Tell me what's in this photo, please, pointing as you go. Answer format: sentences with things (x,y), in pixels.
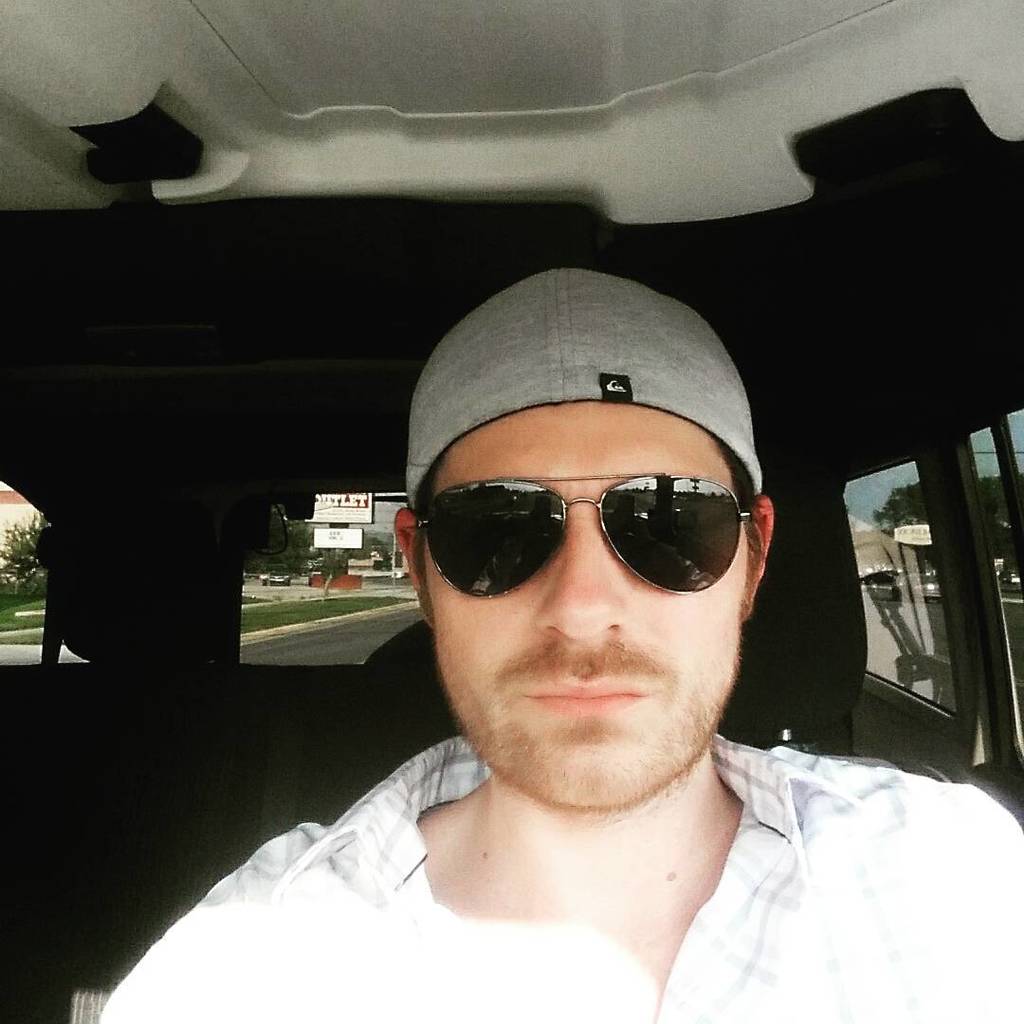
In the center of the image (595,560) we can see a person (602,648) sitting in car (34,737) wearing spectacles (457,531). In the background (261,638) we can see road (329,628), grass (311,603), trees (291,559) and houses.
